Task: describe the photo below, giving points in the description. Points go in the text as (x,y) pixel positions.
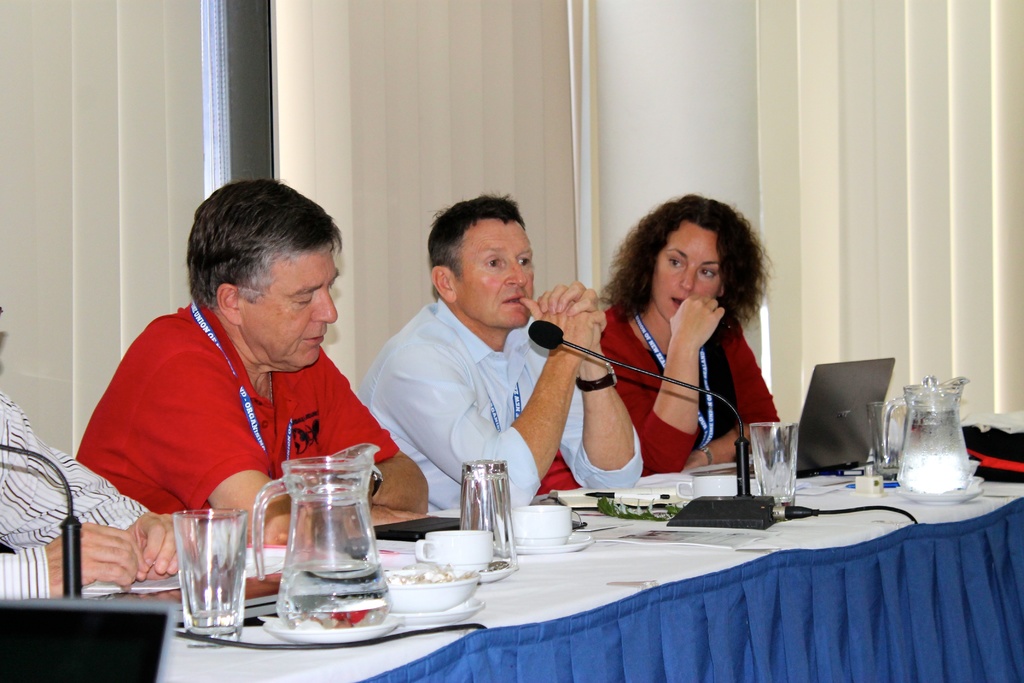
In the image there are few people (454,348) sat on chair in front of table (660,583) and the middle man (524,321) is talking on mic (544,340), there is a water jug (924,456), laptop (857,431), glasses (786,453), cups (460,563) on the table (209,661) and the background (97,189) there are curtains (359,135).
